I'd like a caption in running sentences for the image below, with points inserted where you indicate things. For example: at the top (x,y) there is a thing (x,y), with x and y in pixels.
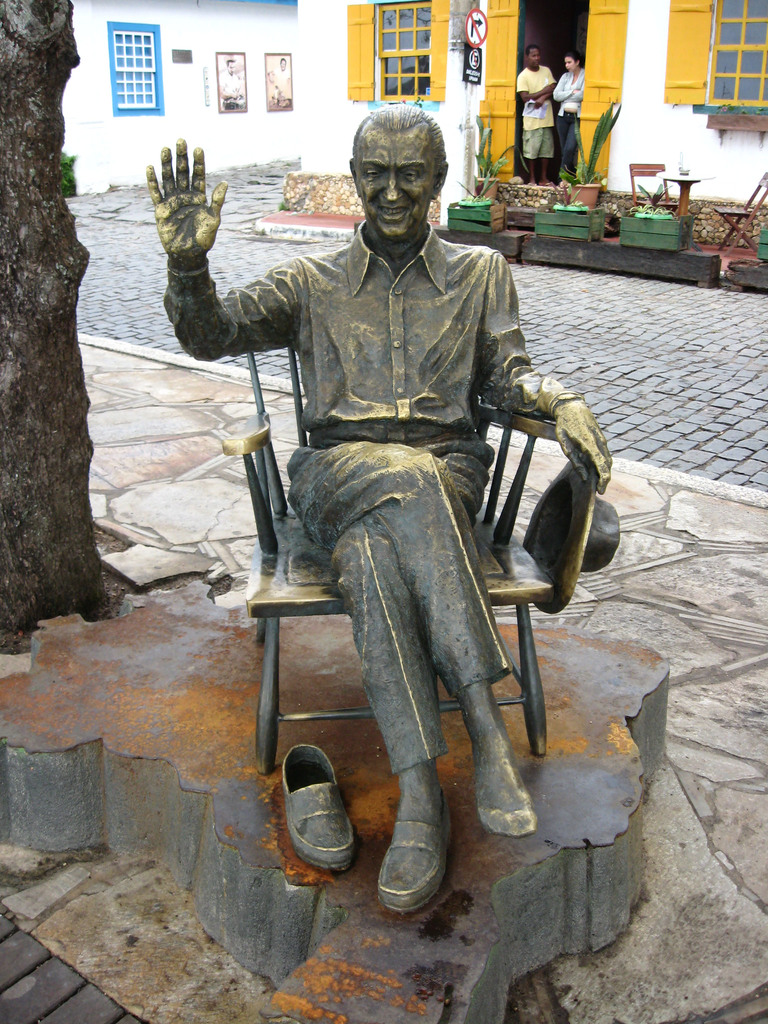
In the center of the image (357,444) there is a statue (361,645). On the left side of the image (86,575) there is a tree (71,414). In the background (159,88) we can see buildings (620,206), chairs (748,242), plants (495,152), windows (412,62), door (508,34) and persons (534,100).
